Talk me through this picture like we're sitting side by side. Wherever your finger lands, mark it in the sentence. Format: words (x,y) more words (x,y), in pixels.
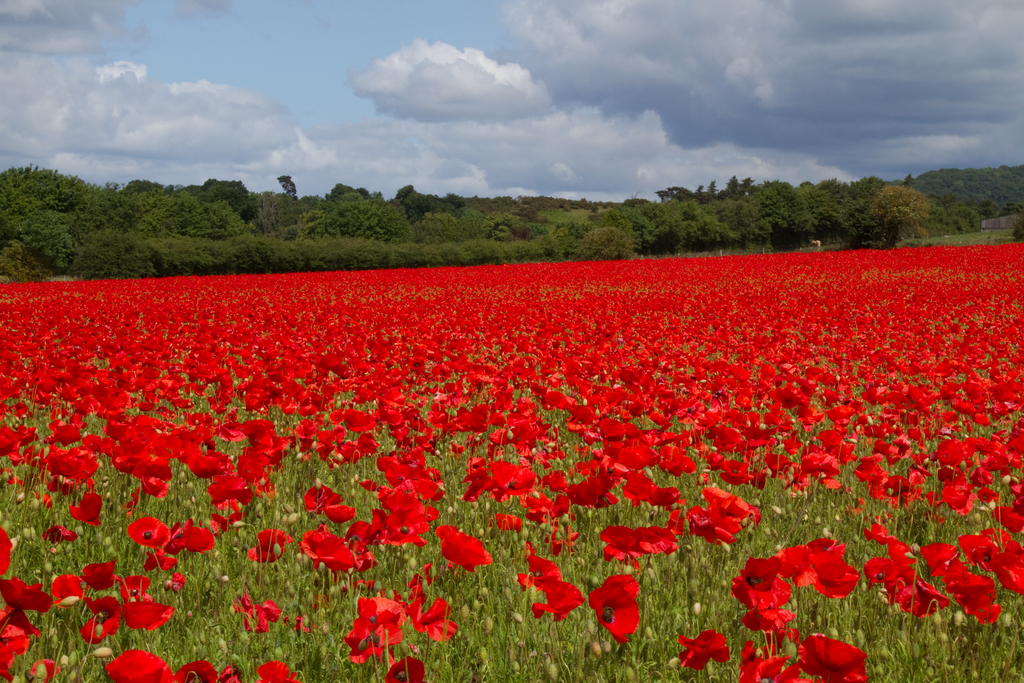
In the given image i can see a flowers (492,416), trees (989,200) and sky (467,118).
